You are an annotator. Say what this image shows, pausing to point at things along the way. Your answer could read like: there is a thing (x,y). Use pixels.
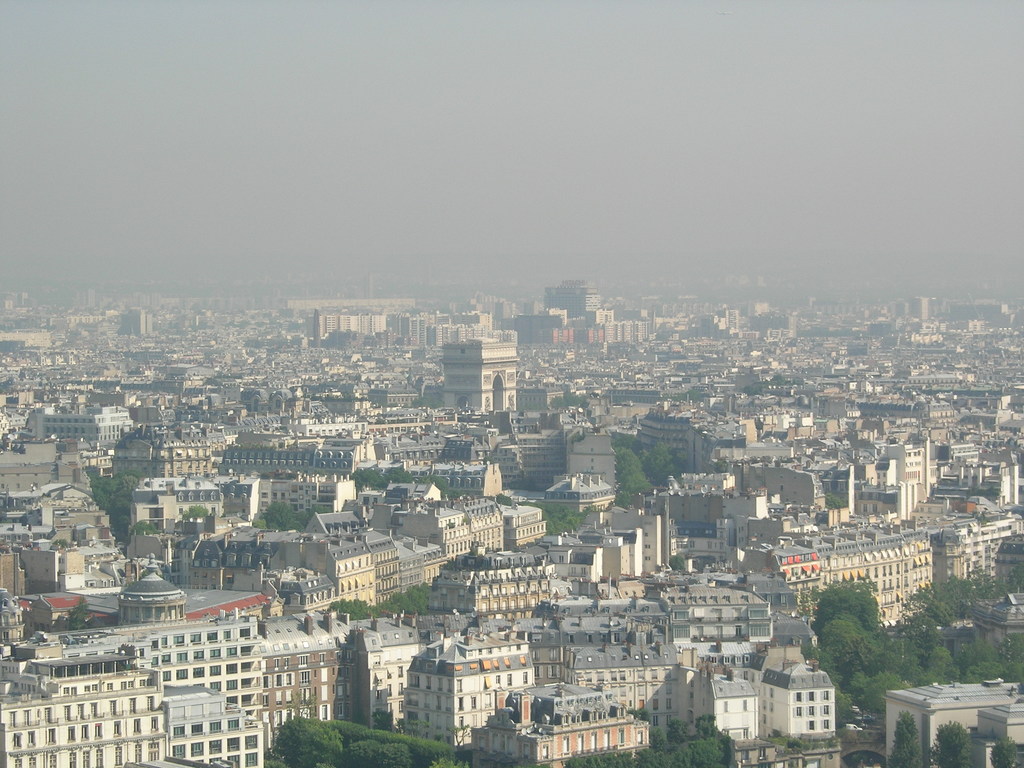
In the picture I can see the buildings (617,523) and trees (887,674). There are clouds (460,187) in the sky (688,195).
